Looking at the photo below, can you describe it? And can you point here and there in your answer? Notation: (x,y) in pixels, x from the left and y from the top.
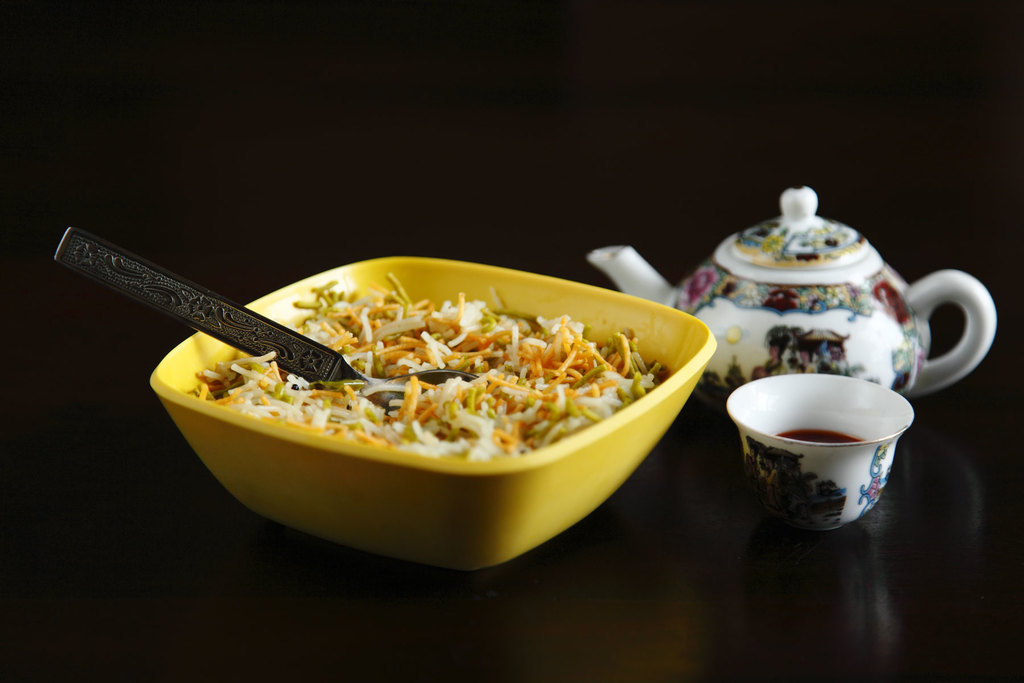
In this image there is a food (345,337) in a bowl (287,307) with a spoon (159,300), beside that there is a kettle (749,276) and a cup (803,414) are placed on the black surface (273,563).
